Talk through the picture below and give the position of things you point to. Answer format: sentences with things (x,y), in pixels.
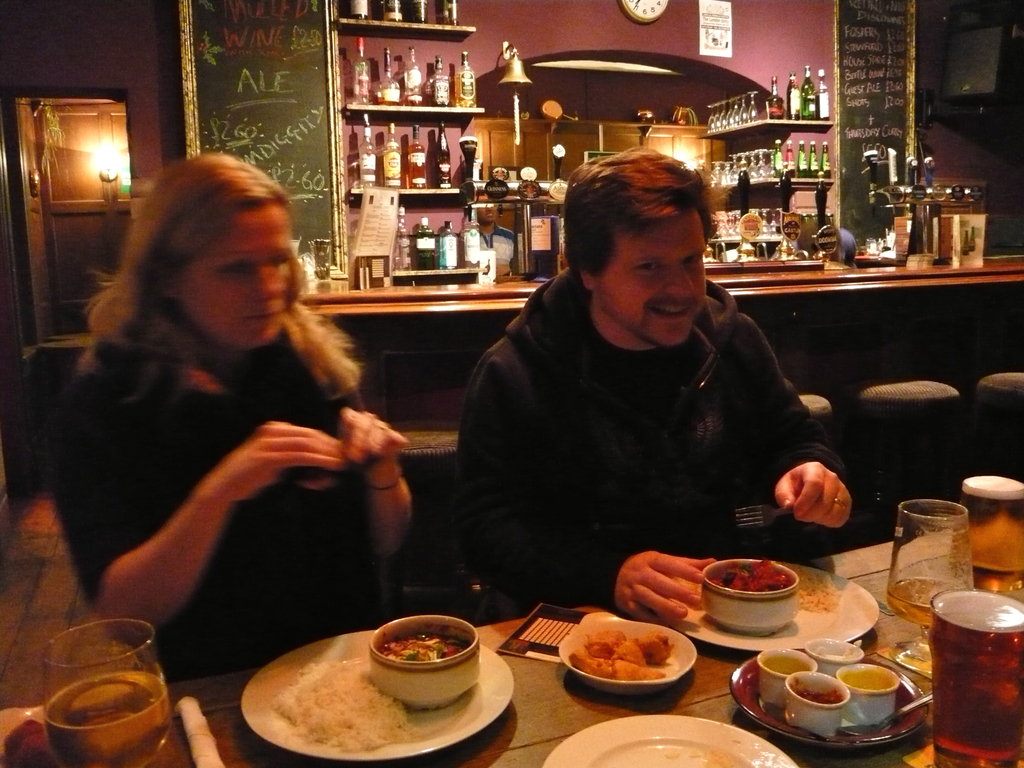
In given picture, there are two members (625,391) sitting. One is a man (636,373) on the right side (688,314). And the other is a woman (199,453) on the left side (253,423). They are sitting in front of a table (519,765) on which some food (342,705) is located. In the background (409,156) we can observe some wine bottles (388,86) here.
